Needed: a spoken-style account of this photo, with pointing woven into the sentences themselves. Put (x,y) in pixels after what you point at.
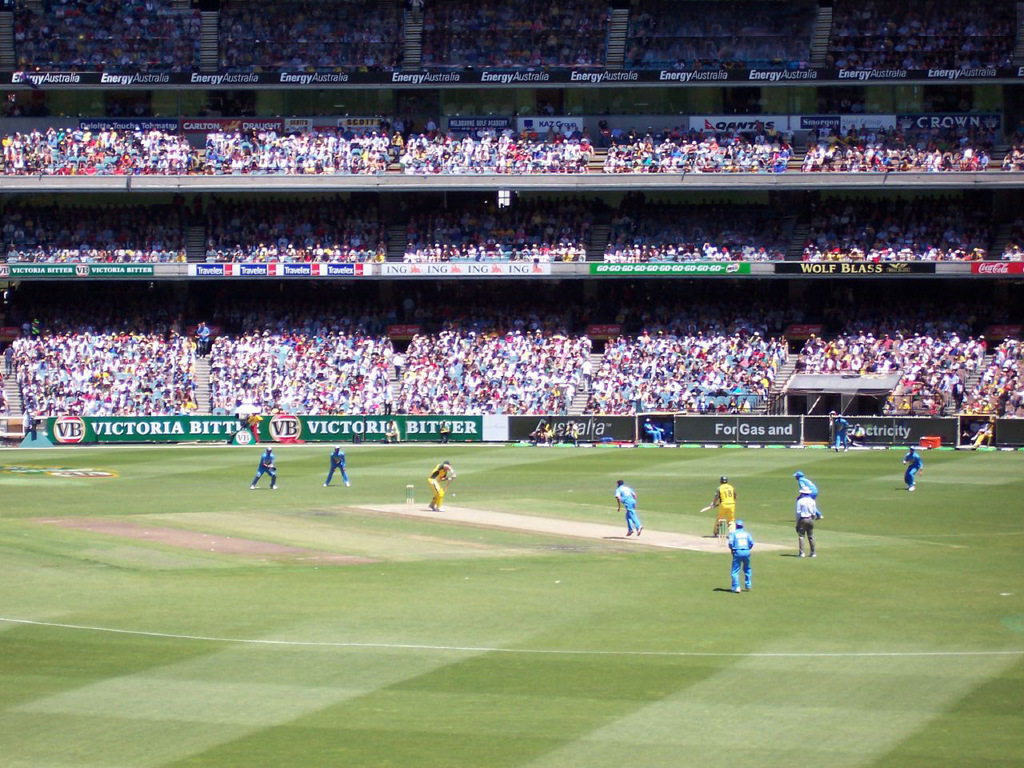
In this picture we can see some people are playing cricket on the ground (399,605), posters (792,430), steps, some objects (834,395) and a group of people (615,166).
